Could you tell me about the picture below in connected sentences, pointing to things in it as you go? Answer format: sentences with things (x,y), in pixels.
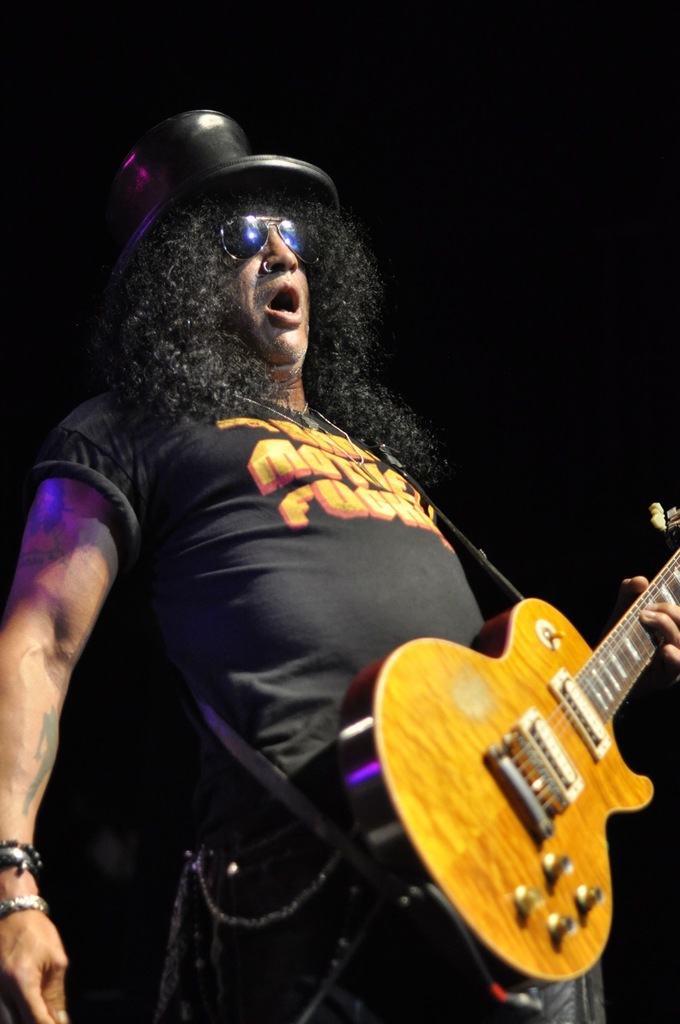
In this image we can see a person (266,655) holding a guitar (401,847).
